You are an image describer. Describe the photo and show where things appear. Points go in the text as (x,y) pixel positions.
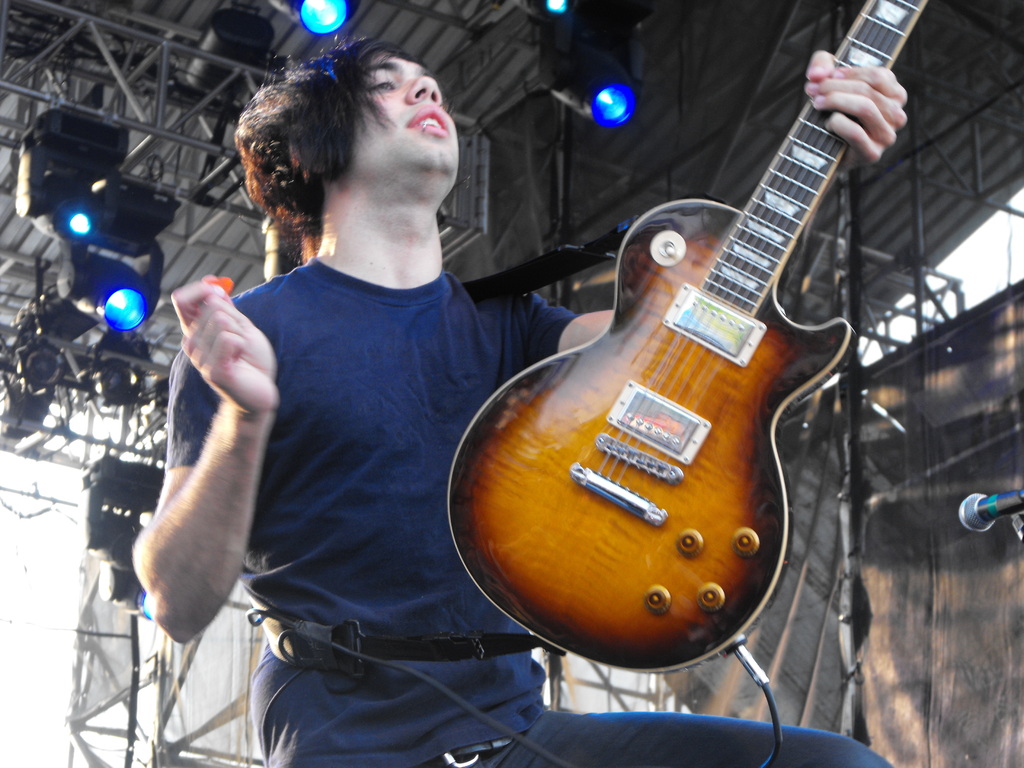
In this image I see a man (306,332) who is holding a guitar (620,258) and there is a mic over here. In the background (864,439) I see few equipment (6,32) and the lights (29,133).
